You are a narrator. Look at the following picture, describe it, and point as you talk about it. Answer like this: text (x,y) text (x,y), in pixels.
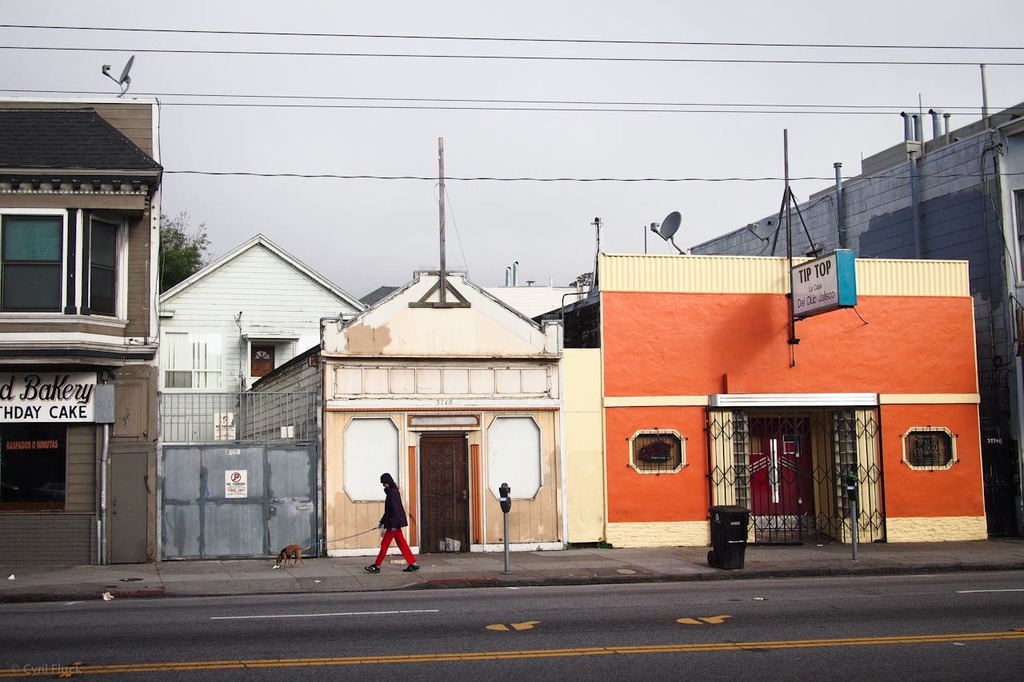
In this picture I can see buildings (314,383) and a man (379,556) is walking with the dog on the side of a road (206,599). Here I can see poles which has wires (330,175) and some other objects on the ground (292,566). In the background (206,167) I can see a tree (176,237) and the sky (319,195).
